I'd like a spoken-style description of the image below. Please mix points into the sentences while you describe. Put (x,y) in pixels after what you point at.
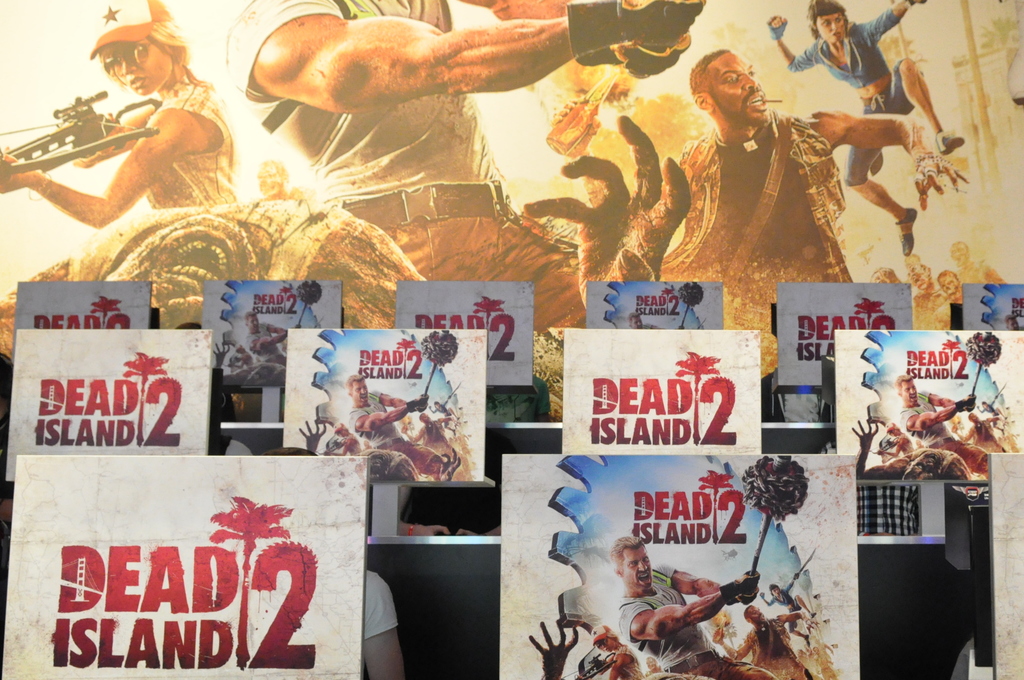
There are boards (544,480) present at the bottom of this image (755,544). We can see a screen (379,86) with a cartoon picture (380,158) at the top of this image (205,139).
